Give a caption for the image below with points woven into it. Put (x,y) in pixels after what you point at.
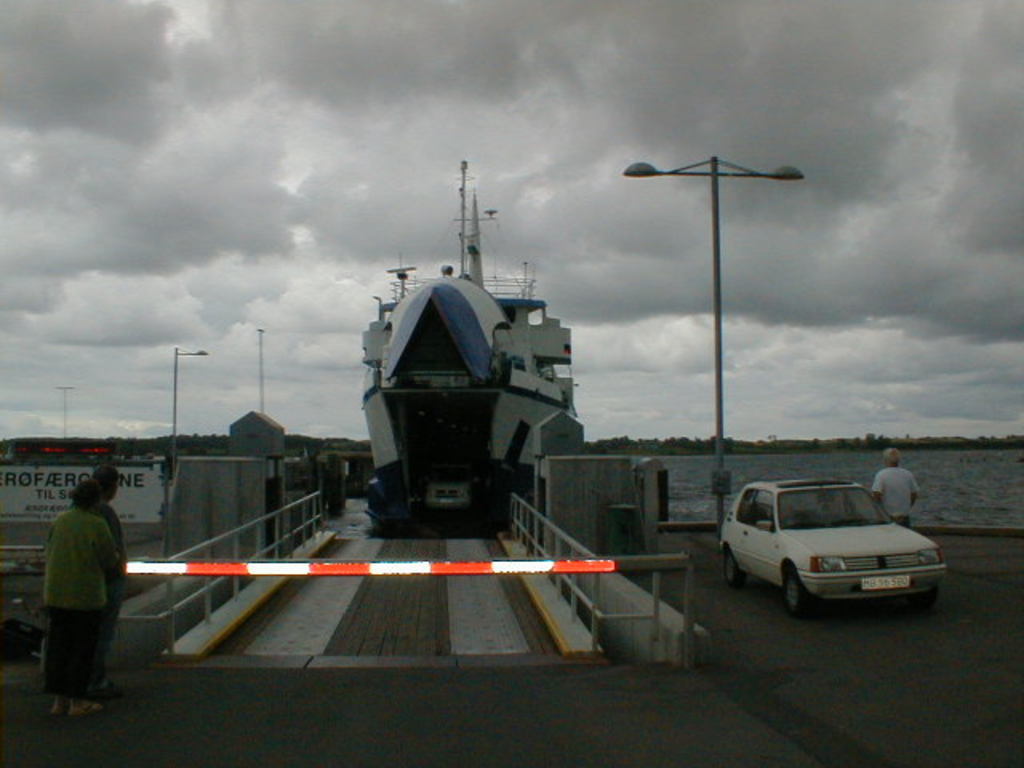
This image is taken outdoors. At the top of the image (196,230) there is a sky (253,228) with clouds (455,121). At the bottom of the image (424,735) there is a road (574,718). In the background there are a few trees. There are a few poles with street lights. There is a river (937,485) with water (689,477). On the right side of the image (847,570) a car (809,543) is parked on the road (771,597) and a man (898,523) is standing on the road (930,678). On the left side of the image (121,465) there is a board (75,467) with a text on it and two people (106,571) are standing on the road (965,631). In the middle of the image (462,300) there is a ship (418,375).
